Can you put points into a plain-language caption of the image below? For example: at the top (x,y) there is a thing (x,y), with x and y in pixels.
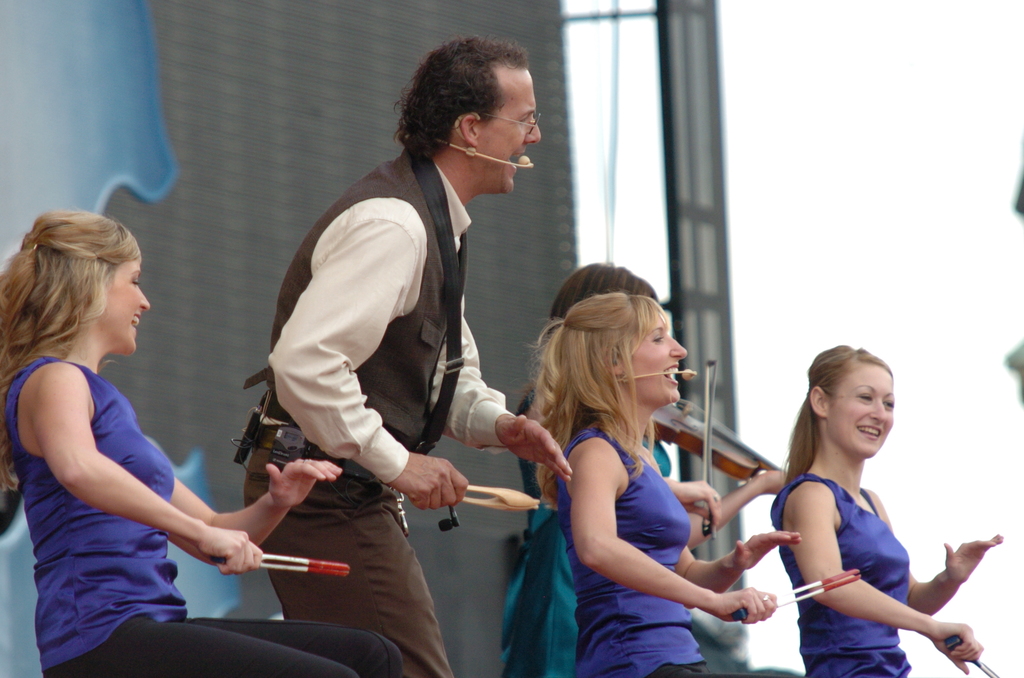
In this image we can see persons (119,512) performing on dais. In the background (584,123) there is screen (380,84) and sky (764,115).
